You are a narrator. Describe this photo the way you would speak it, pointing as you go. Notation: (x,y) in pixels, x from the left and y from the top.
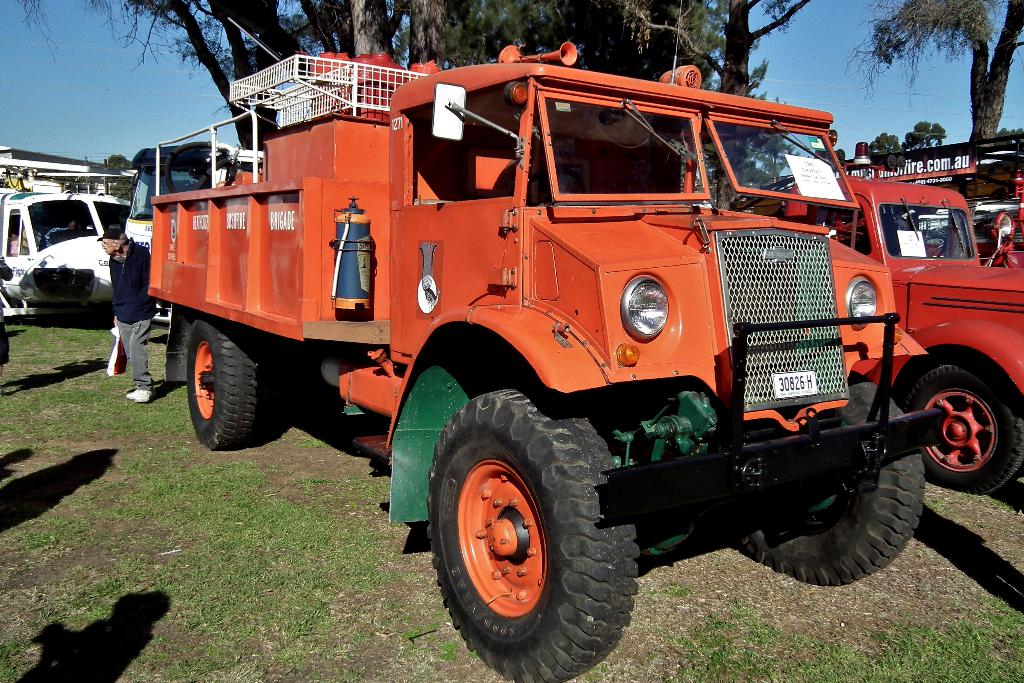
In the foreground of the picture (647,176) there are vehicles (542,348), grass (323,638) and a person (142,303). In the middle of the picture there are trees (927,131). In the background (848,46) it is sky (879,126).
